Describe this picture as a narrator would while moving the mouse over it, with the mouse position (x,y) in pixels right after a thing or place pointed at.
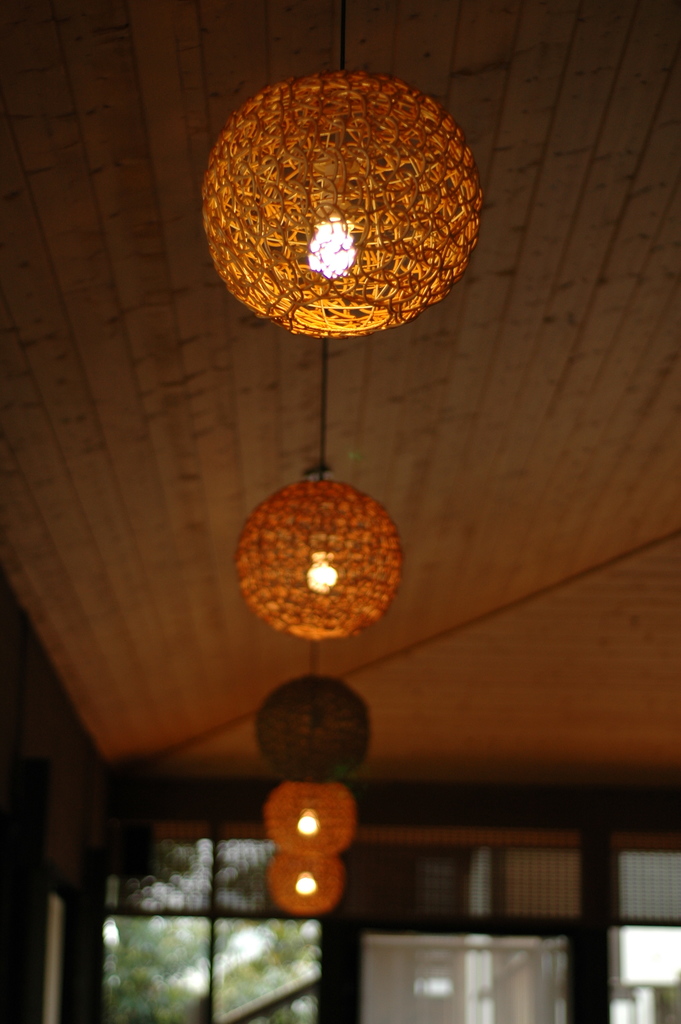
Here we can see lights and roof (602,338). Background (235,971) it is blurry and we can see glass (407,971).
